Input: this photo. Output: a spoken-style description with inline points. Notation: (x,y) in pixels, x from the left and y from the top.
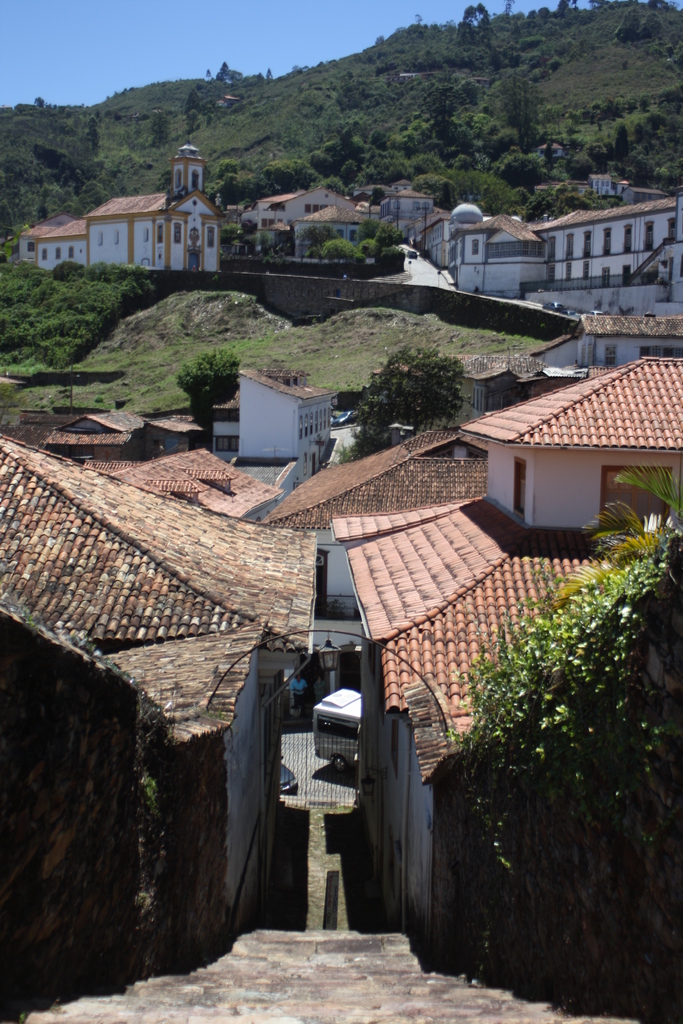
In this image I can see few stairs (322,933), the roof (129,635) of few buildings (475,562) which are brown and black in color and few trees (594,723). In the background (516,191) I can see few buildings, few mountains (634,119), few trees (446,90) on the mountains (336,153) and the sky (136,70).
